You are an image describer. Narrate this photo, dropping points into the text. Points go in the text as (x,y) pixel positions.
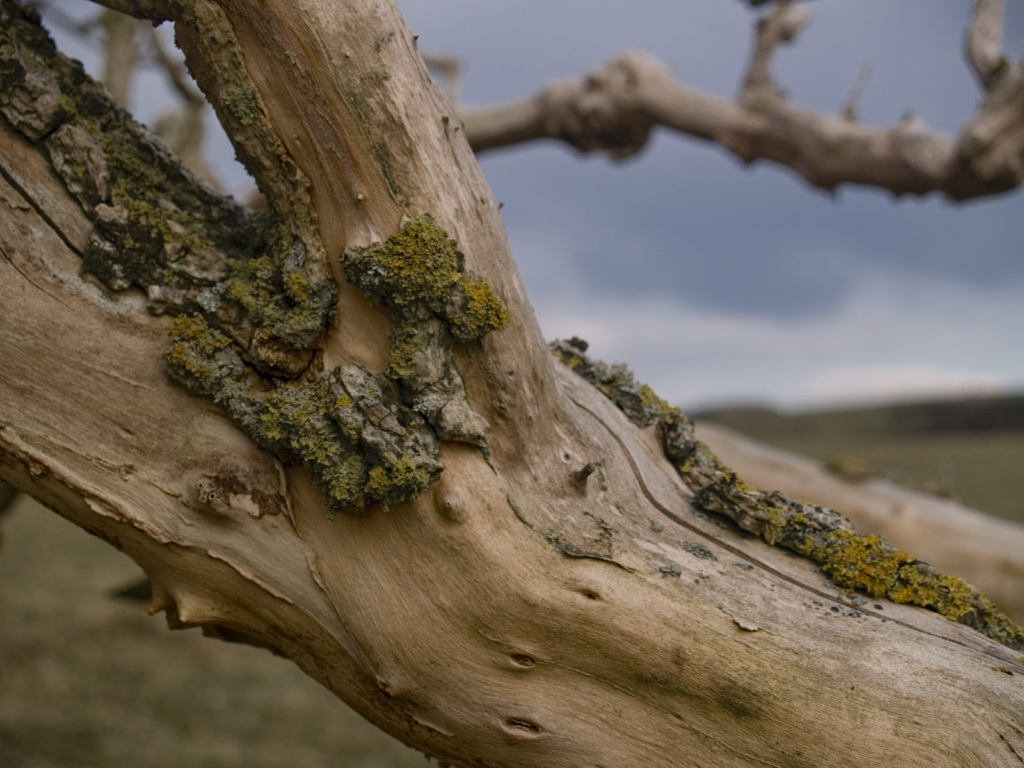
This image consists of a stem (473,426) which is in the center (613,464) and the background (604,236) is blurry.
